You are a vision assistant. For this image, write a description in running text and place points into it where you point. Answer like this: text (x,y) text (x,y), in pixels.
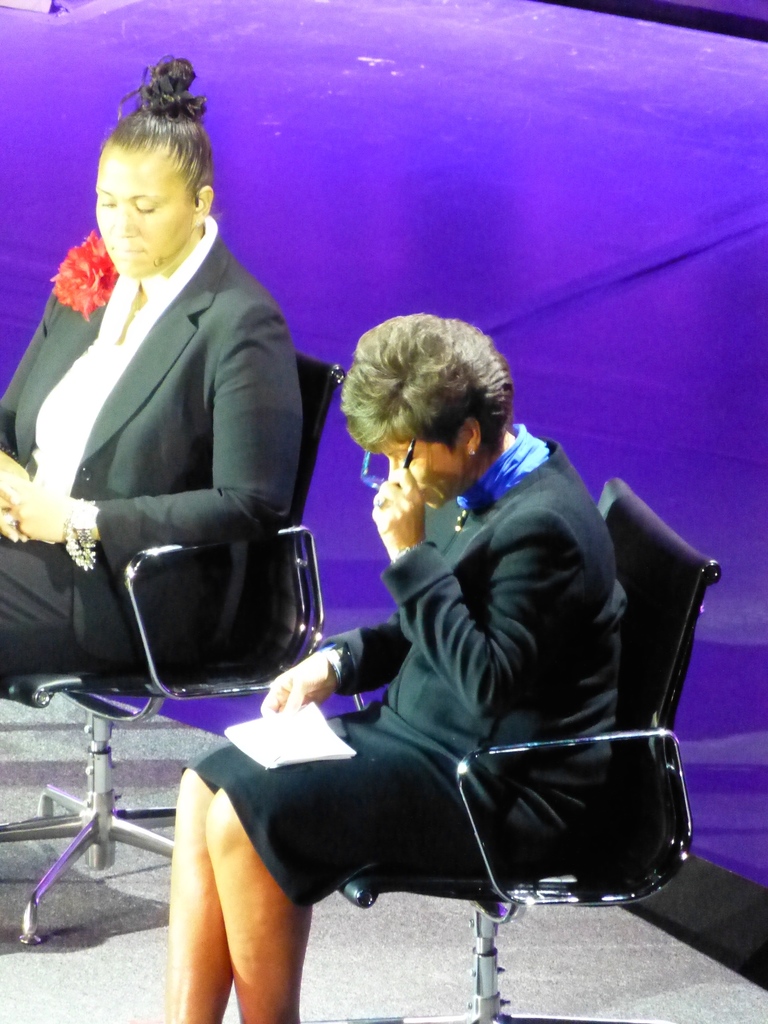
2 people (402,780) are sitting on the chairs (277,598) wearing blazer (572,525).
